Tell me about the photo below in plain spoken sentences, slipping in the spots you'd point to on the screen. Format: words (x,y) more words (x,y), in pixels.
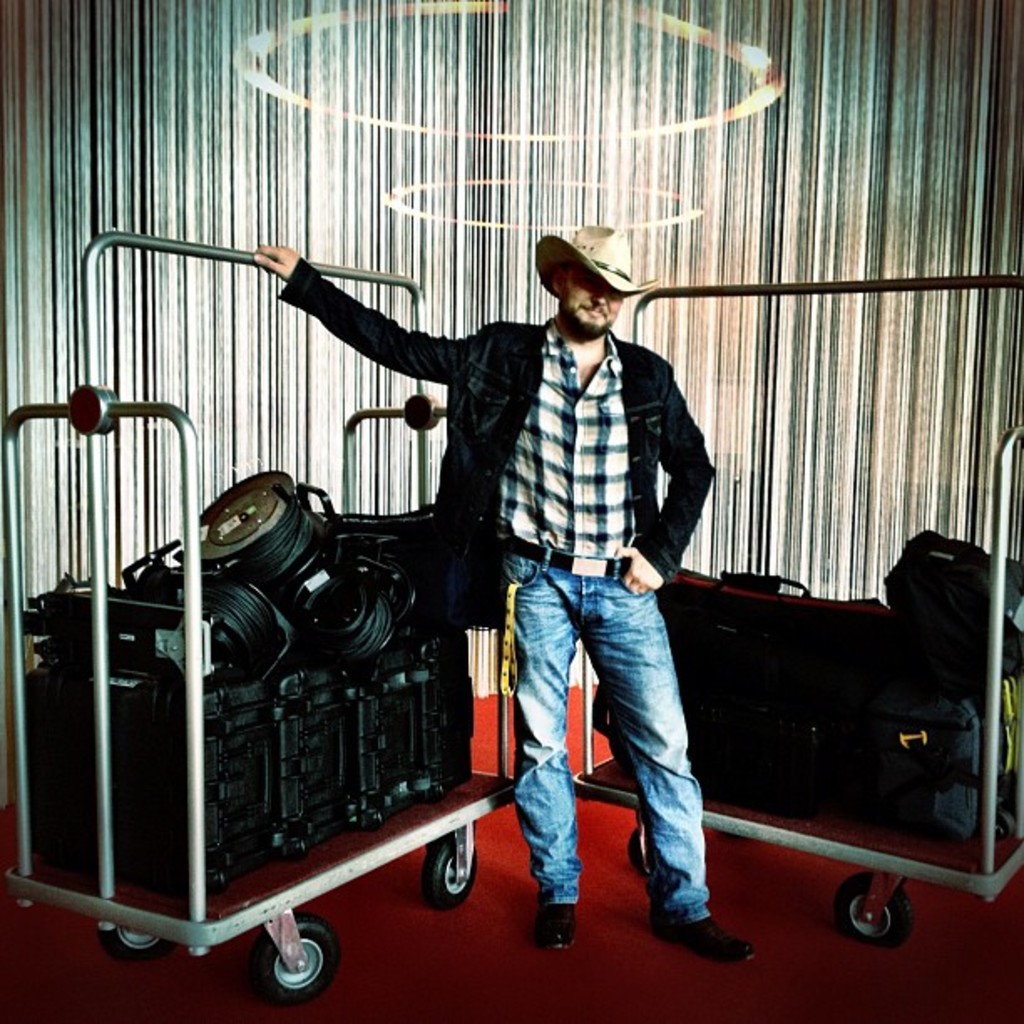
In this image I can see a man (488,431) is standing. I can see he is wearing blue jeans (636,667), black jacket (639,481), shirt (575,471), shoes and a hat (552,260). I can also see number of bags (428,682) and few other stuffs (336,715) on this trolleys (418,814).
